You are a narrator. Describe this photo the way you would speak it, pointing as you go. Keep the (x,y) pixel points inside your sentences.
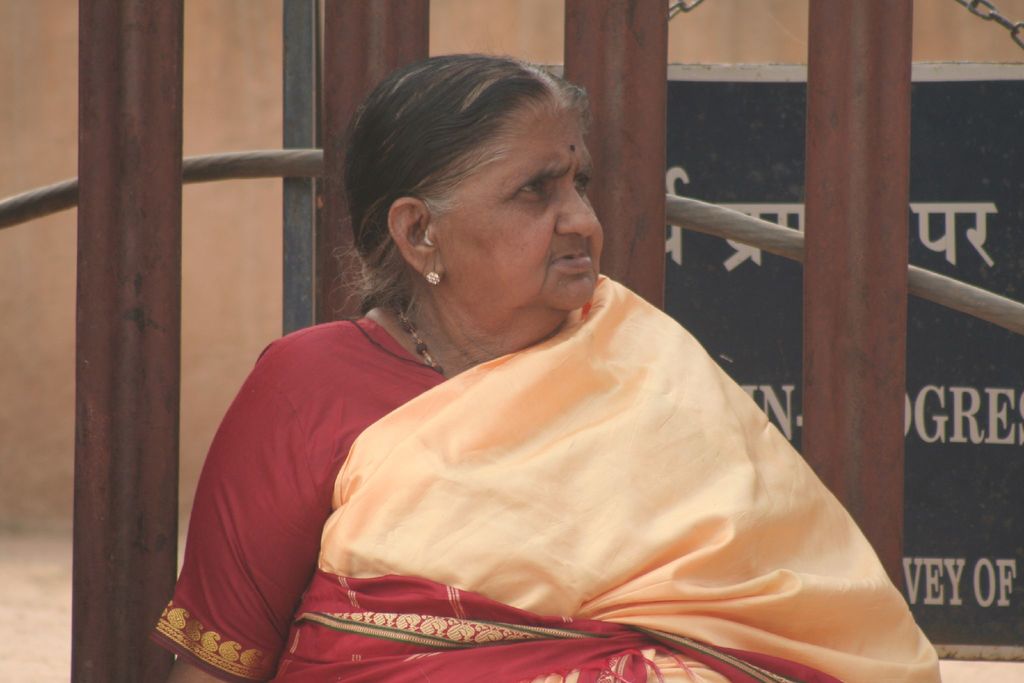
In the image we can see there is a woman (470,212) sitting and she is wearing saree (686,530). Behind her there are iron rods (99,651).
